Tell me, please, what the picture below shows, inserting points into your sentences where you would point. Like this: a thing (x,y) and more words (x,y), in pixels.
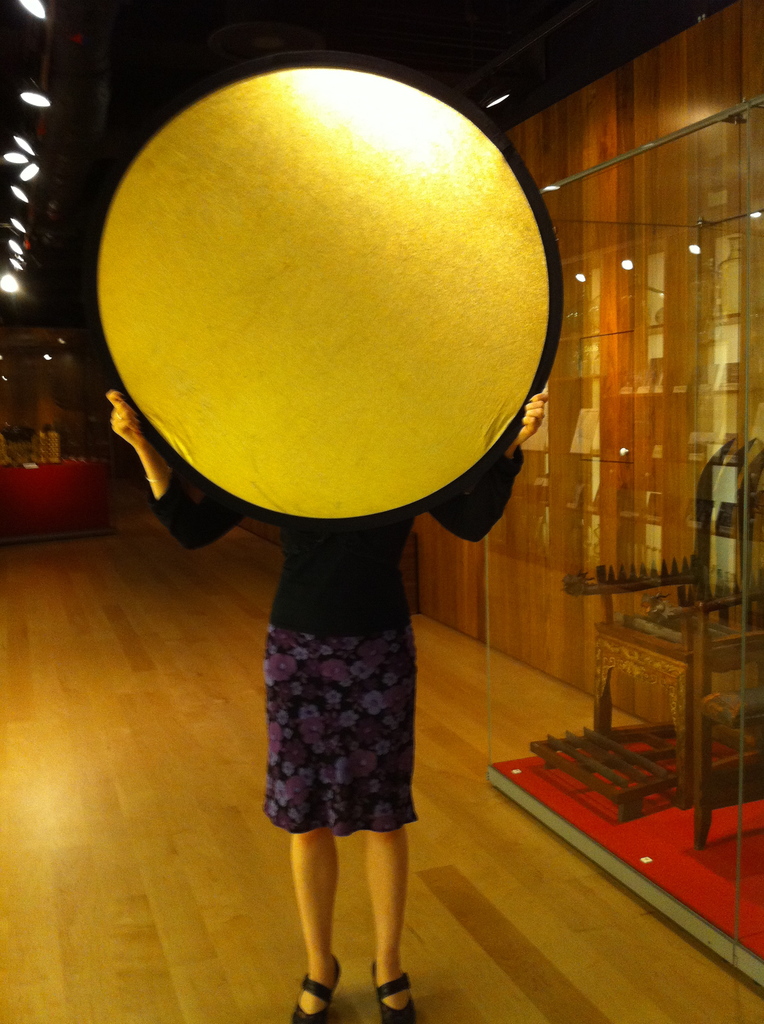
In the foreground of this image (357,778), there is a woman (379,797) standing on the floor (171,812) and holding a circular object (386,145). In the background (656,653), there is a wooden chair (648,661) inside the glass (646,375), wall (419,557), lights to the ceiling (10,110) and few objects (16,448) on the desk (50,495).
